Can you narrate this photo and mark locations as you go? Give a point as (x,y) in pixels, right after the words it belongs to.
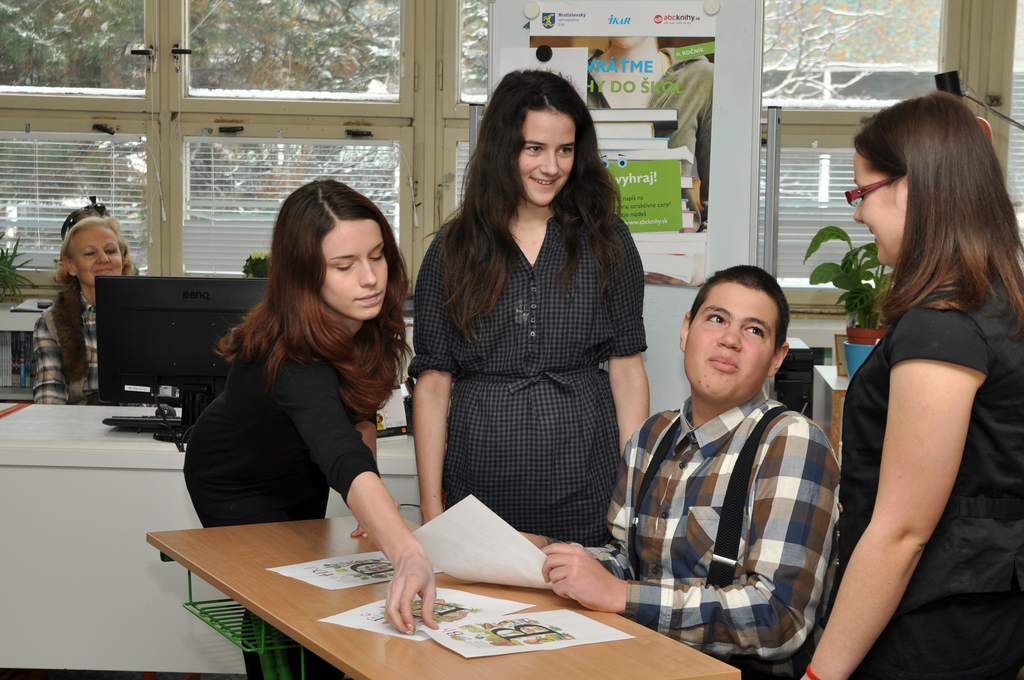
In the left middle of the image (56,354), there is a woman (125,251) sitting on chair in front of the system (186,358). Next to that there are four persons (949,164), three of them are standing in front of a boy (736,309), whose is sitting on chair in front of the table (505,661). In the background (438,18), I can see a window (229,150) of glass (222,27), through which trees (296,60) are visible. In the middle of the background (677,19), there is a board (604,42) on which some text (661,221) and book (610,157) is printed. The picture is taken inside the office (54,405).
